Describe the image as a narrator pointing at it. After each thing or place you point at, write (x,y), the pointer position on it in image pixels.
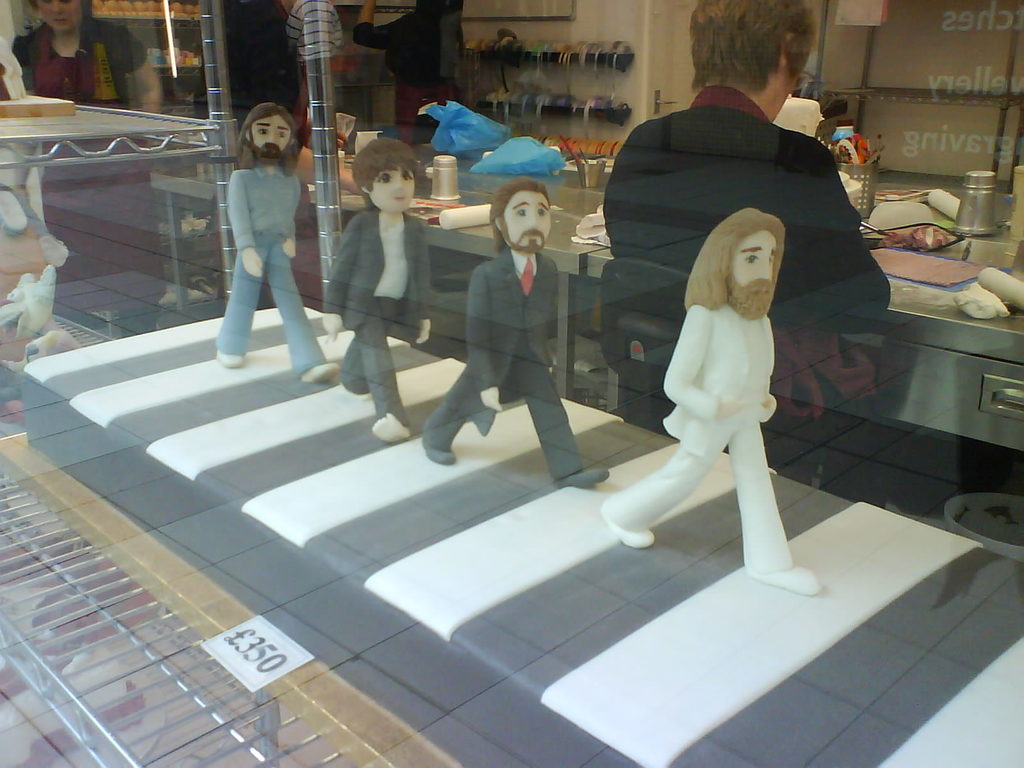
As we can see in the image there are tables (933,319), few people (634,249), a wall (605,89) and human statues (482,286). On tables (575,180) there are covers (505,144), glasses (456,197) and few objects (926,191).
